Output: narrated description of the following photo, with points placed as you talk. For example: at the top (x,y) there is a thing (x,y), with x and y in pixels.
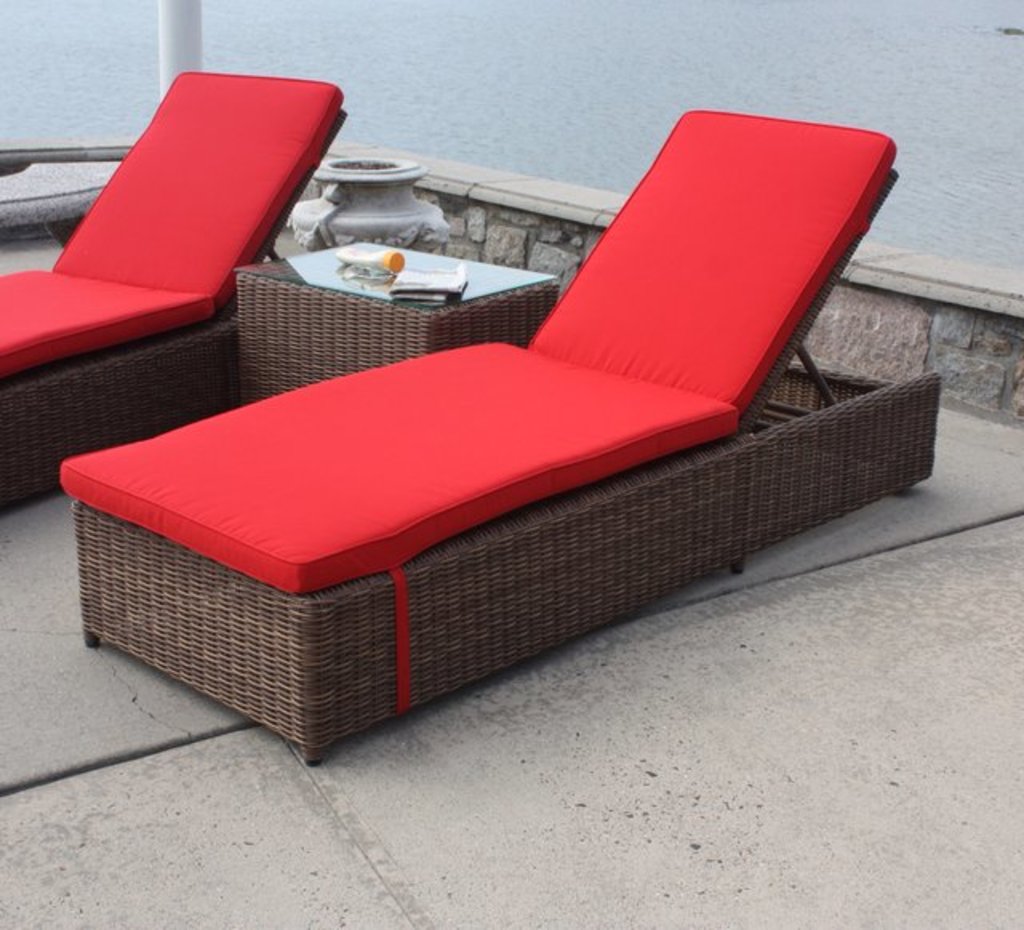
In this picture we can see few sun loungers (242,428), and we can find few things (445,297) on the table (374,287), in the background (612,47) we can see water (801,76).
